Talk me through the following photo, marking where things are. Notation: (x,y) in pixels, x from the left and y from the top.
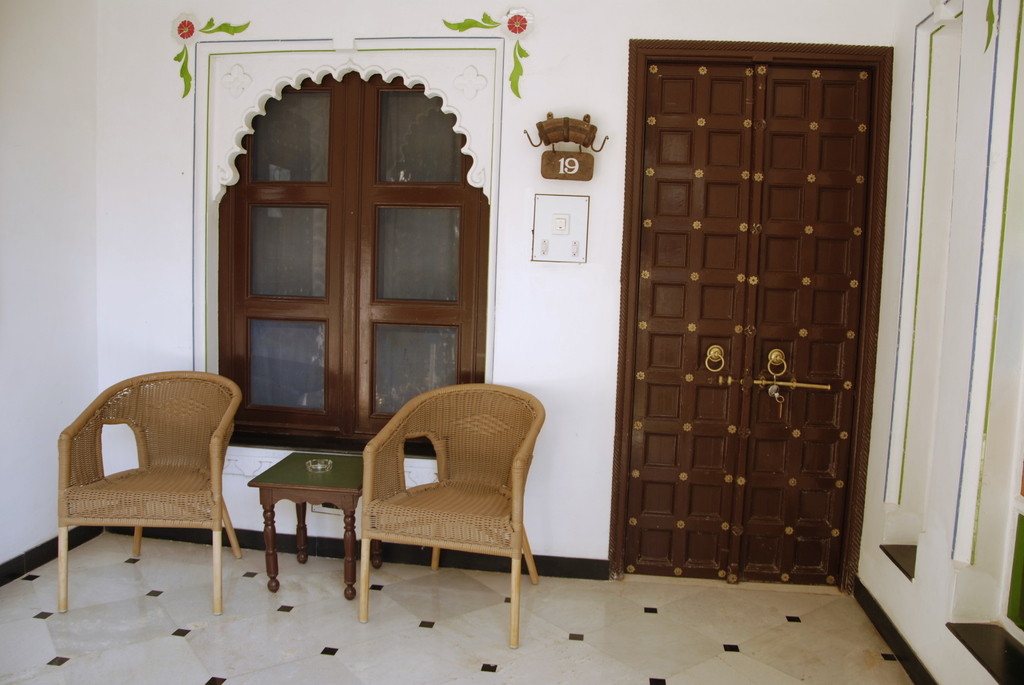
In this picture I can see chairs (366,526) and table (308,495) on the left side (325,489). I can see the door (710,375). I can see glass windows (382,299).
